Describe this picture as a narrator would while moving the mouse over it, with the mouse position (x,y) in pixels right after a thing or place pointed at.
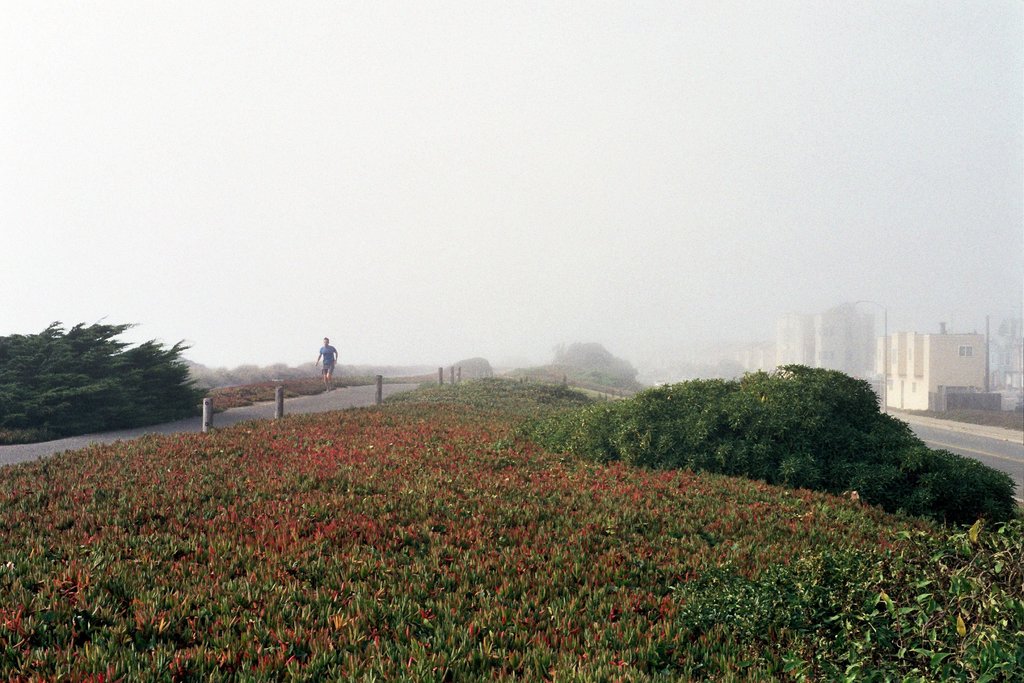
In this picture I can see a man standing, there are plants (554,499), trees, there are houses (1006,385), and in the background (472,103) there is sky (472,103).
